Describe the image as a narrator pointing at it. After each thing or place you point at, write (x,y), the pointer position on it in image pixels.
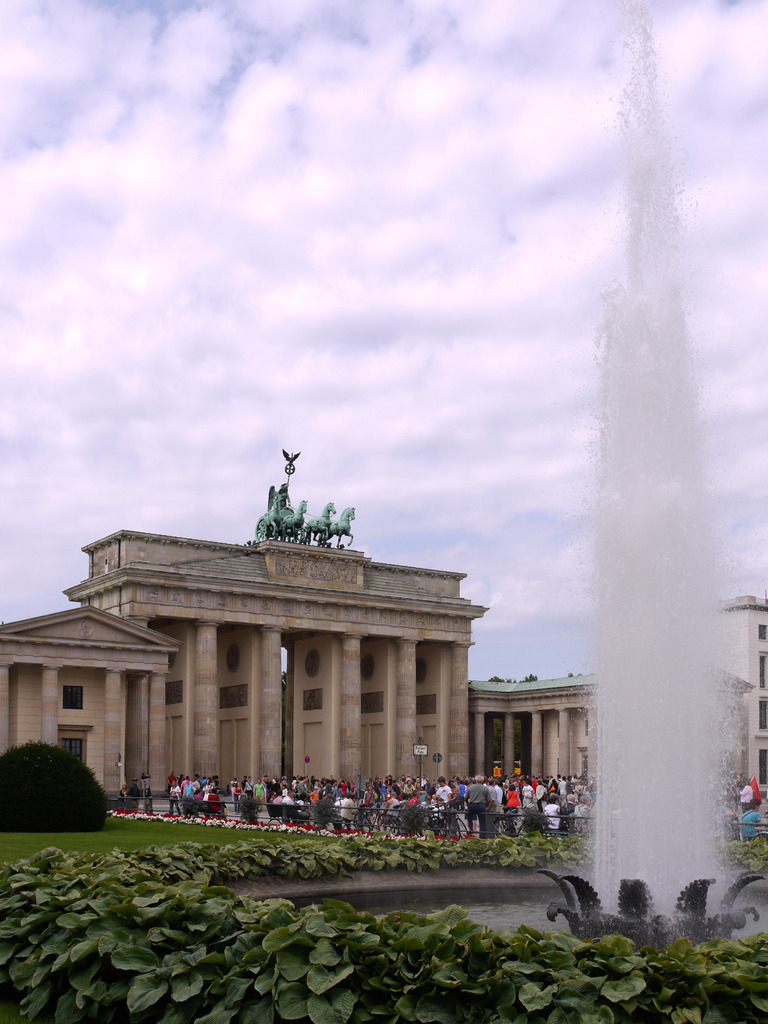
In this image I see the plants (297,859) over here and I see the fountain (543,911). In the background (171,780) I see number of people (308,795) and I see the grass (58,843) and I see the bushes (51,822) over here and I see the buildings (398,675) and I see the statue (293,518) over here and I see the sky (349,239).
